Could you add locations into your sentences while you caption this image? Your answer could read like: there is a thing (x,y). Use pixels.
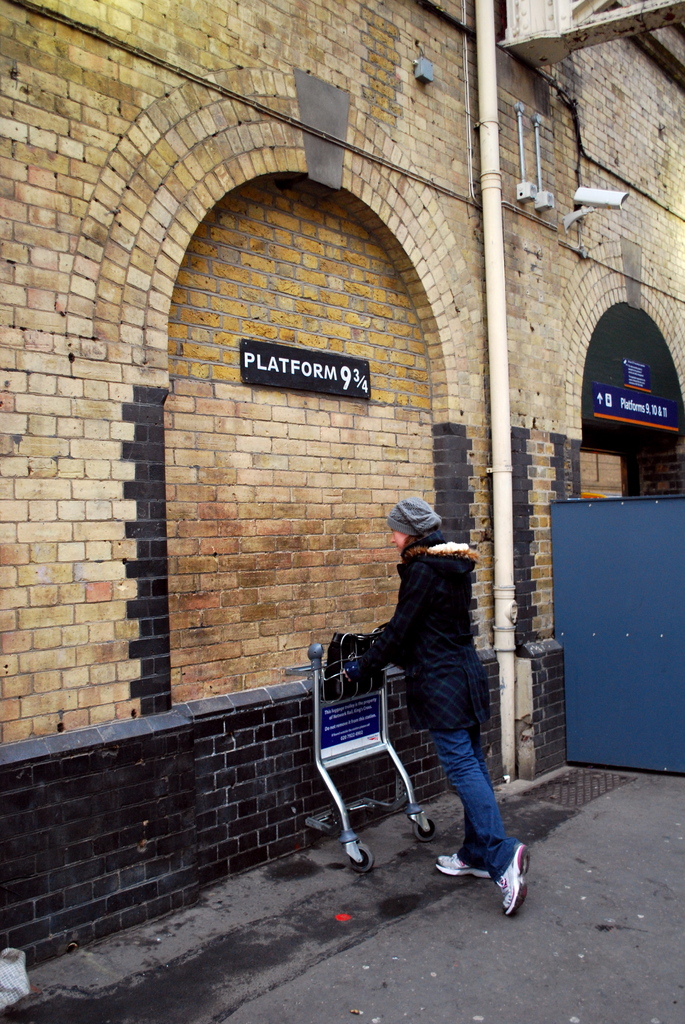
In this image we can see a person (454,869) holding a trolley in the hands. Here we can see the Closed Circuit Television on the wall (616,245) and it is on the right side (581,240). Here we can see the pipeline (507,386) on the wall (515,314). Here we can see the brick wall (473,356). Here we can see the arch design (464,343) on the wall (478,307). Here we can see the metal sheet (640,714) on the right side (606,639).
